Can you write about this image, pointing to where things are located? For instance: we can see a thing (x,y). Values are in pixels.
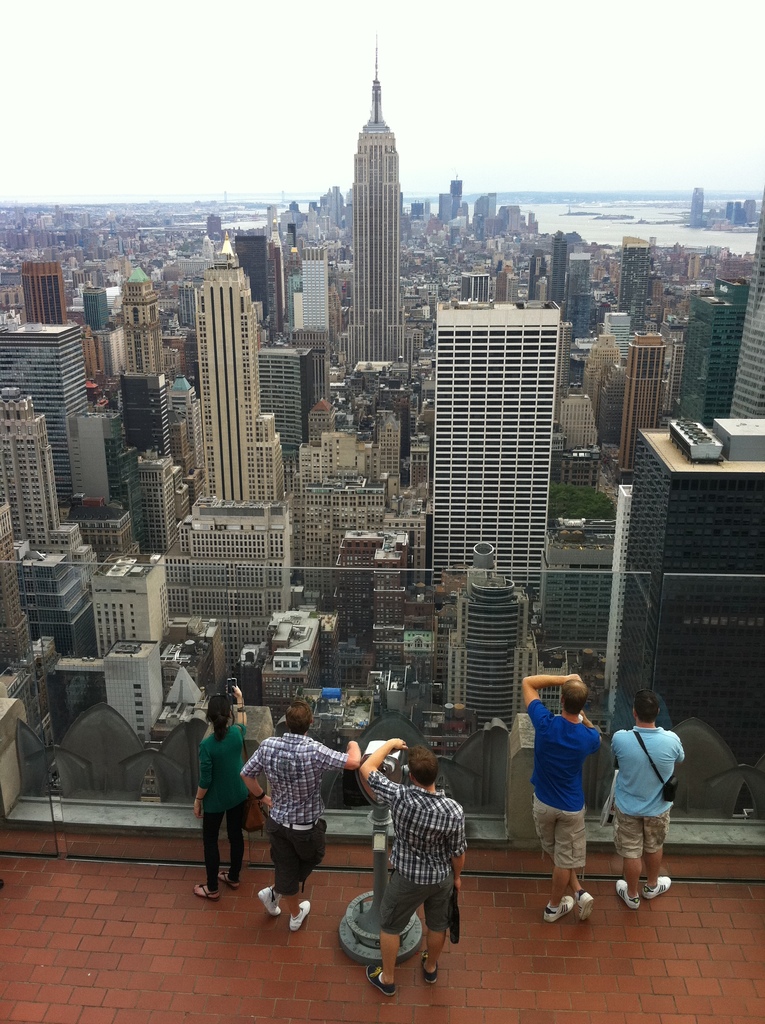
At the bottom of this image (232,768) there are five people (428,791) standing facing towards the back side (287,852). In front of these people (356,759) there is a glass (346,657) and also there is a pole (376,818). In the background (271,271) there are many buildings (403,328) and also I can see the water (598,211). At the top of the image (577,92) I can see the sky (573,71).
